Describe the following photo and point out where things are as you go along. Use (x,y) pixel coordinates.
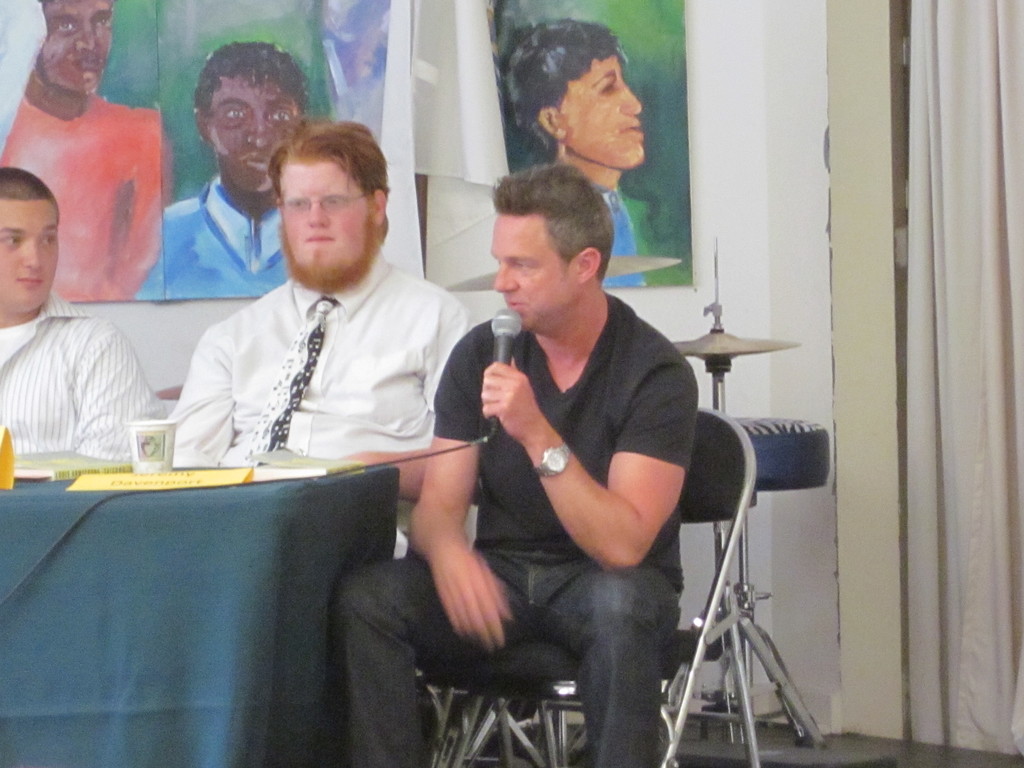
In this image there are some people (507,510) sitting in front of the table (183,642) where we can see there are some books (57,464) and coffee cup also there is a person (548,511) holding mike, behind them there are paintings (95,227) on the wall (717,215).
